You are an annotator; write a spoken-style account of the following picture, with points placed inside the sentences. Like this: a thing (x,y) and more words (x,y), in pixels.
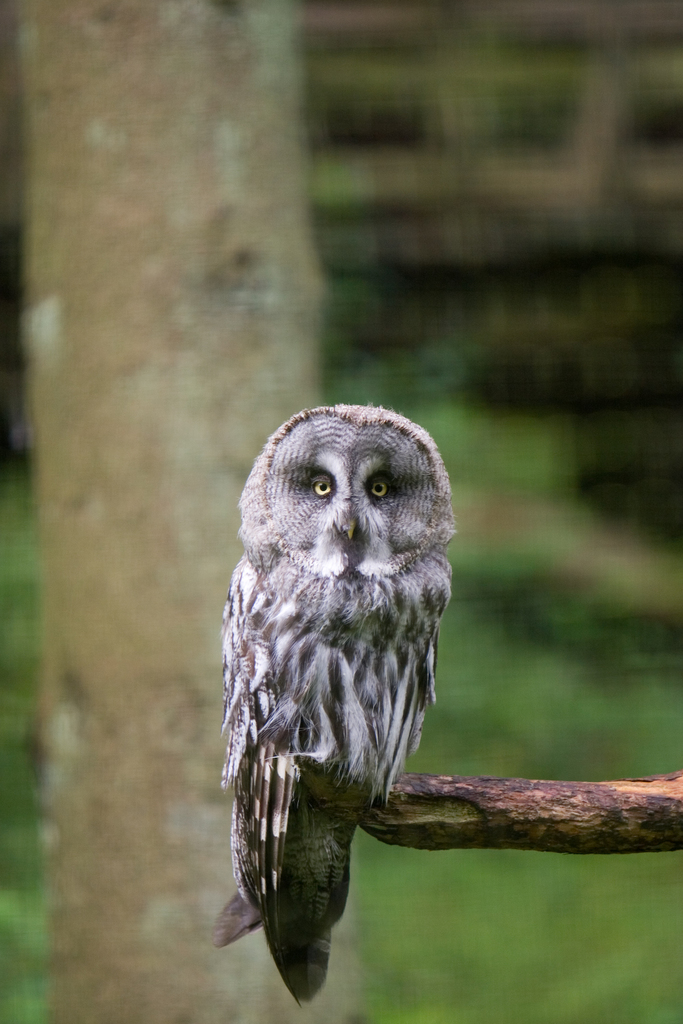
In this picture there is an owl (333,471), standing on this wooden stick (590,785). On the bottom right (554,968) we can see grass (528,982). On the left (124,691) there is a tree (181,214).
